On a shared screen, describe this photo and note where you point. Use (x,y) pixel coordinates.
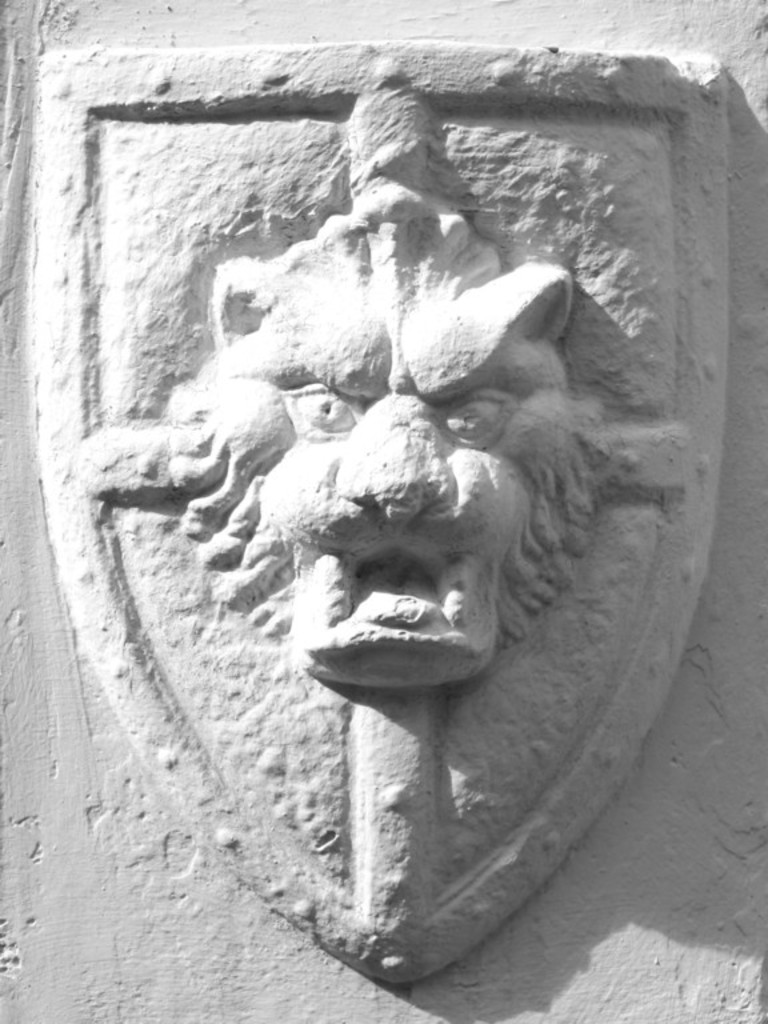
In this image, we can see stone carving (311,639) on the wall (40,757).
